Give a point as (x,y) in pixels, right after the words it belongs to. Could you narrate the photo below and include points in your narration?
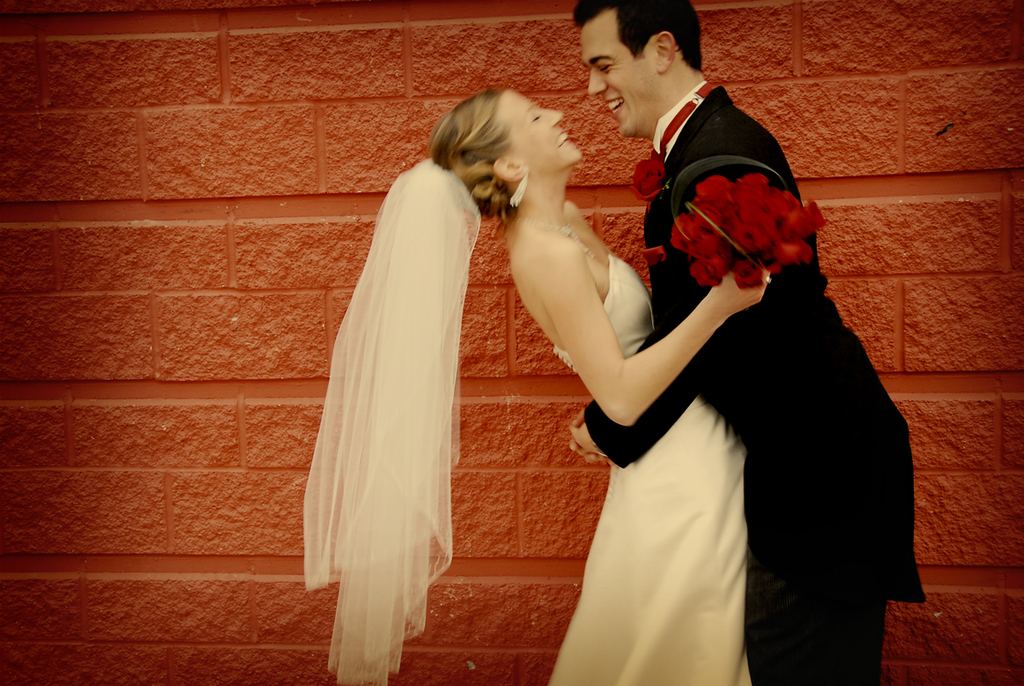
In this image I can see two persons (595,298) are standing. I can see she is wearing white colour dress (691,663) and he is wearing black. I can also see smile on their faces (531,123) and here I can see she is holding red colour flowers (750,199). I can also see red colour wall (290,452) in the background (156,616).
